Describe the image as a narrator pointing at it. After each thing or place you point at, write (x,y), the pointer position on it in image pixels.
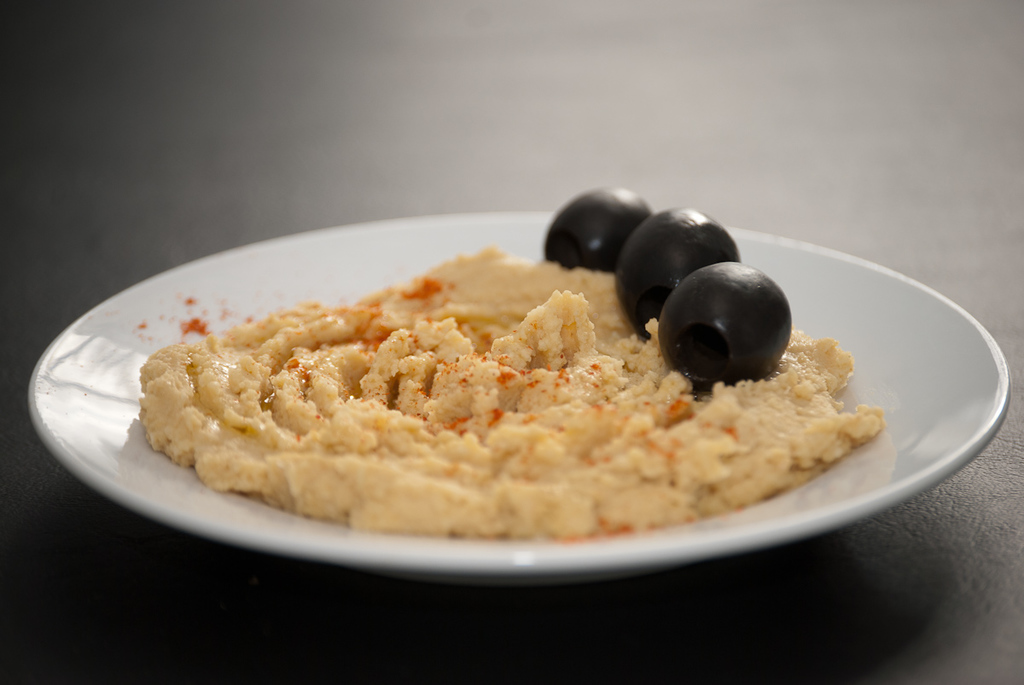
These are the food items (535,457) in a white color plate (871,399), there are black color balls (695,283) in it.
